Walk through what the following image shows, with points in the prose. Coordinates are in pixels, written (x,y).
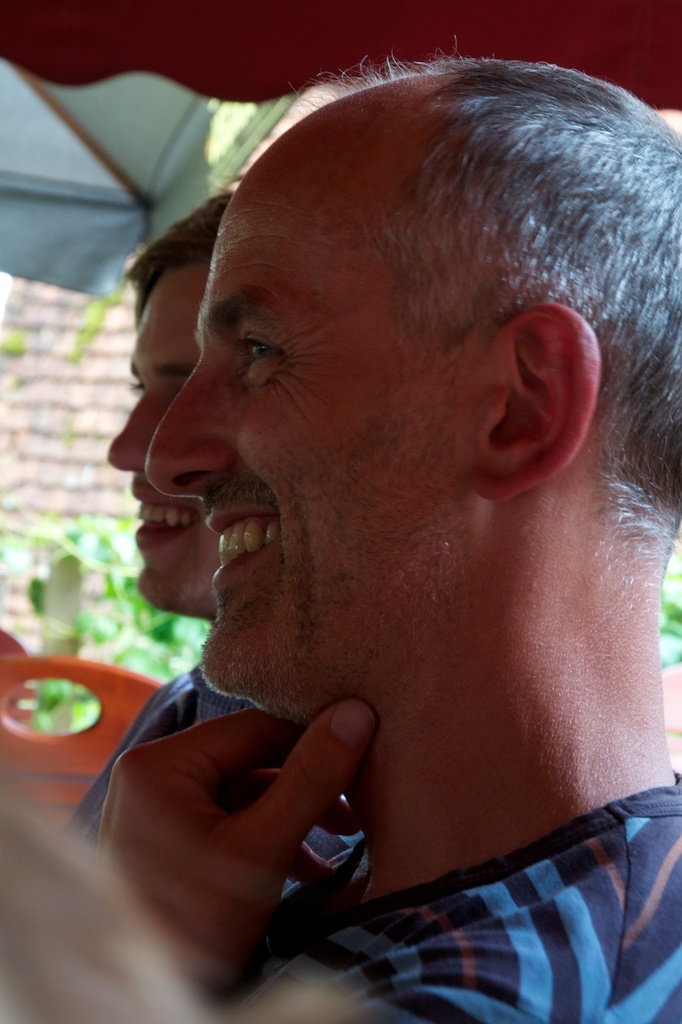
In this image I can see two persons (329,368). They are wearing blue color dress (629,920). Back I can see small plant (106,567) and tents (153,65).
